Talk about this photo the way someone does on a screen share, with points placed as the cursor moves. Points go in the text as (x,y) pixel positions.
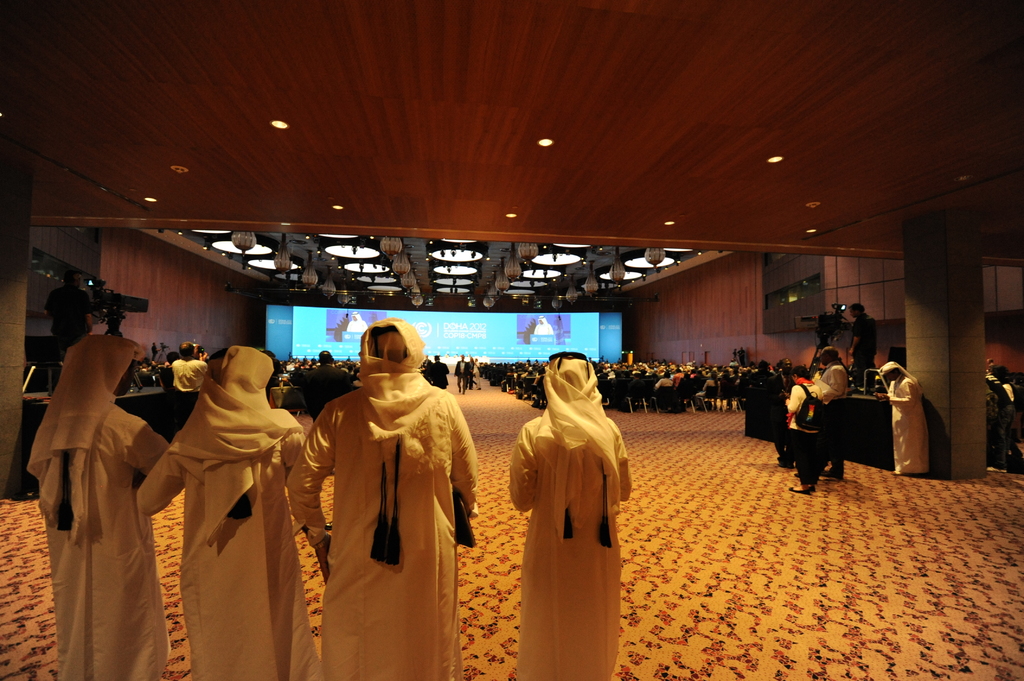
In this image there are people (593,553) standing in the foreground (101,350). Many people (743,380) sitting on chairs (738,396) in the background (545,396). There is a big screen (454,326). There are tables (853,425) and cameras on both the sides. There is carpet (810,596). There are lights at the top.
